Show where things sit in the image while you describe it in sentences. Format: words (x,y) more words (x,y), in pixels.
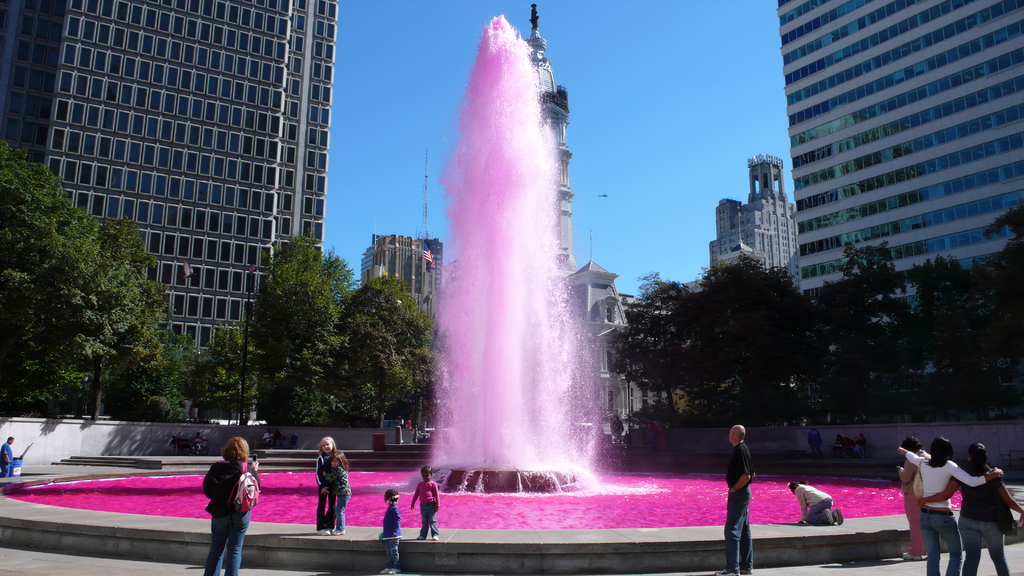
this picture has tall buildings (93,15) and surrounded by trees (688,298) and it has fountain (524,56) with pink color water (370,521) in it and we see people (243,453) standing and looking at the fountain (756,554).
